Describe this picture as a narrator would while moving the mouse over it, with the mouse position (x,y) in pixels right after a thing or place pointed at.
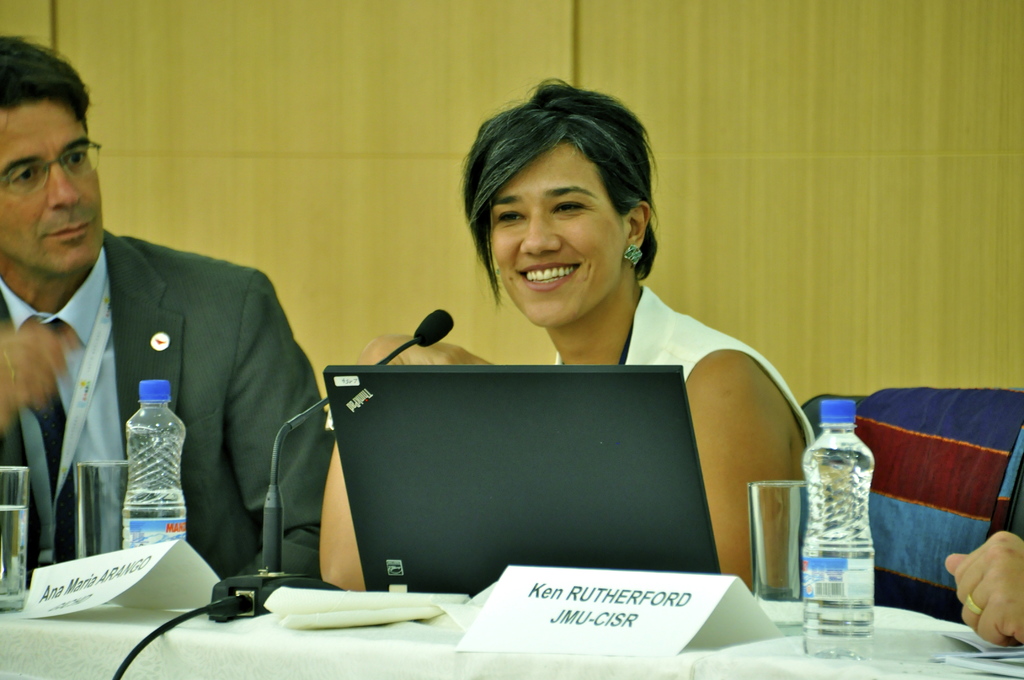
Here we can see a man (232,356) and a woman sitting on the chairs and she is smiling. This is table (417,649). On the table (312,650) there is a cloth (535,666), bottles (165,392), glasses (18,515), and papers (554,643). Here we can see a mike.
